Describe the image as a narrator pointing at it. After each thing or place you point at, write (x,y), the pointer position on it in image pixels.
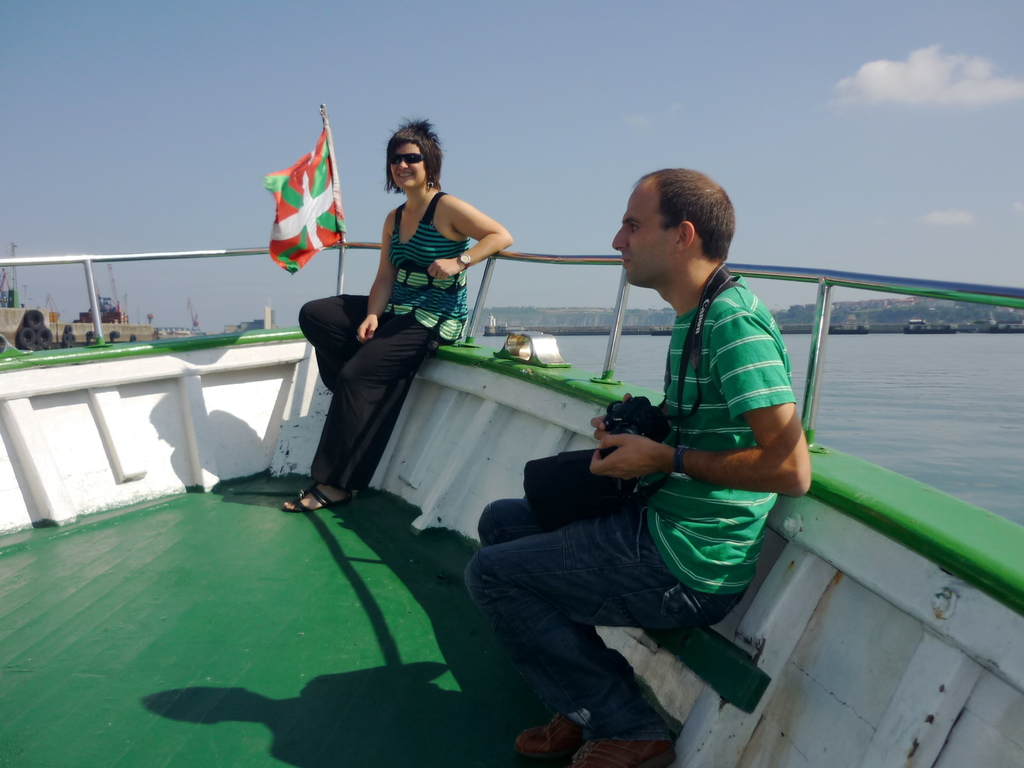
Here we can see a woman (441,299) and a man (688,483) on the boat (257,336). He is holding a camera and she has goggles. Here we can see water (823,386), flag (289,207), and boats (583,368). In the background (21,240) there is sky (783,96).
